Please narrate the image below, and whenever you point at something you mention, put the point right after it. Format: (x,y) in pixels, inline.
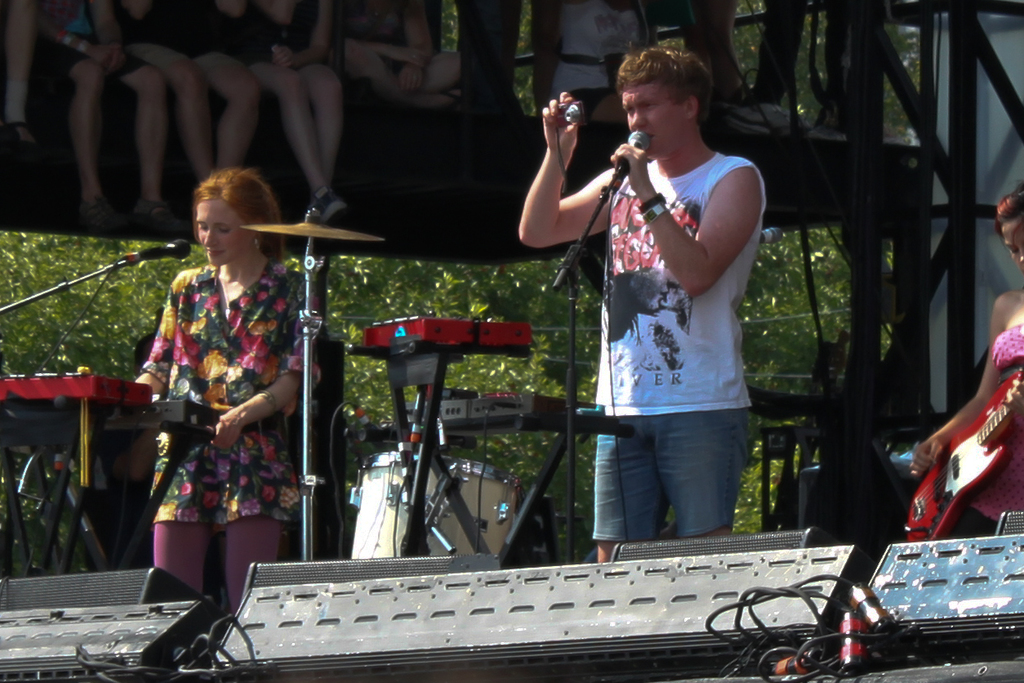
In the picture we can see a musical event by some people (188,463) performing on the stage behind them we can see some musical instruments (369,489) and plants (456,305) and top of them we can see a stand (48,111) and some people (144,137) sitting on it.
